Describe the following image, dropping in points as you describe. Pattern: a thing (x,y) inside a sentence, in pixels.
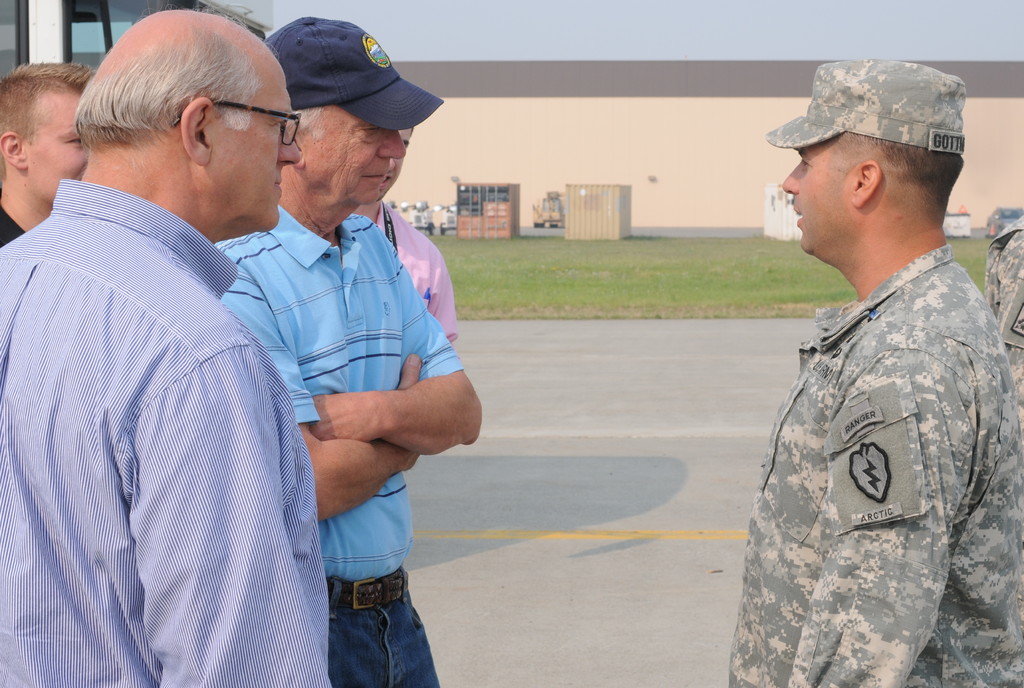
In this image I can see group of people (336,308) are standing among them these people (952,394) are wearing uniforms (956,364). In the background (580,247) I can see boxes (592,214), the grass (595,264) and some other objects (960,211) on the ground (570,241). Here I can see a road (595,499) on which there are some lines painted on it.
